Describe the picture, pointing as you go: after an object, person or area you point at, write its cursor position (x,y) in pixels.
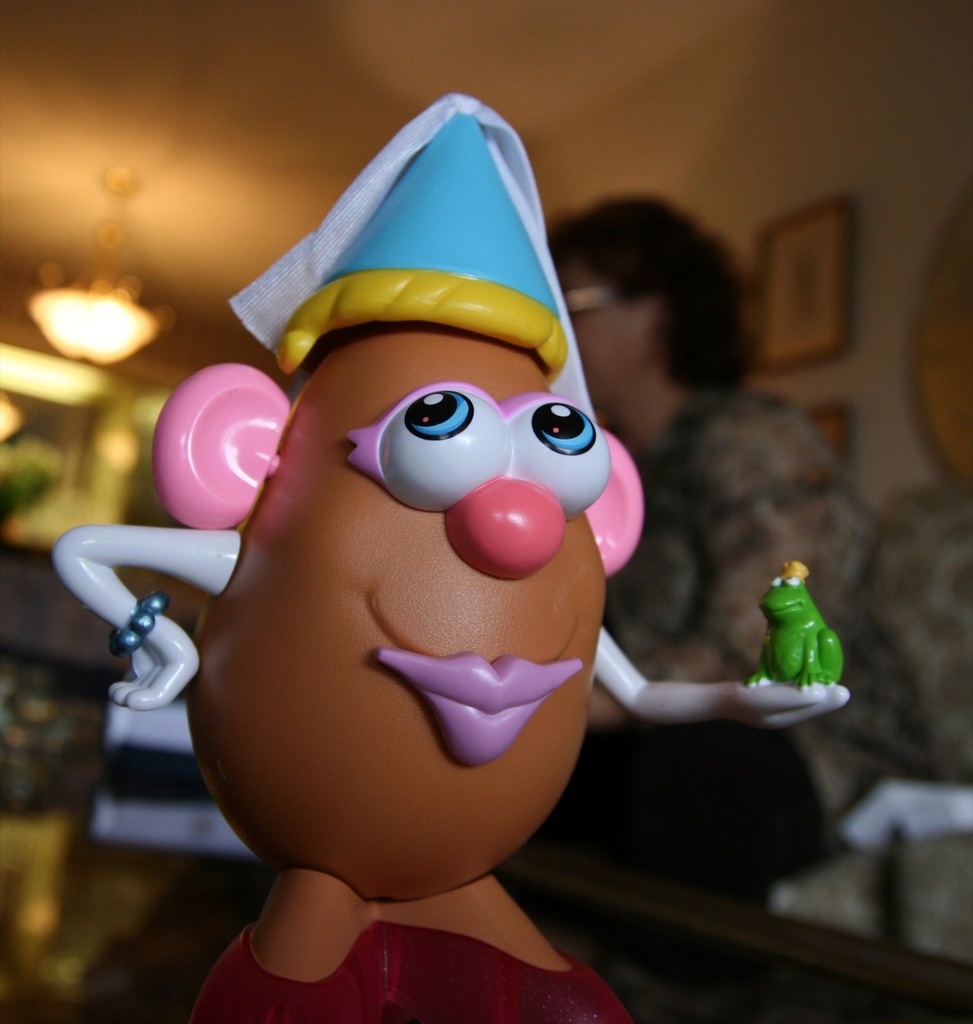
In the center of the image (432,618) we can see a toy (347,592). On the right side of the image (673,334) we can see a person (793,422) is sitting on a couch (950,903). In the background of the image (770,179) we can see the wall (871,322), photo frames (814,310), chandelier (133,350) and some other objects (144,494). At the top of the image (252,104) we can see the roof (460,19). At the bottom of the image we can see the table (177,974).
